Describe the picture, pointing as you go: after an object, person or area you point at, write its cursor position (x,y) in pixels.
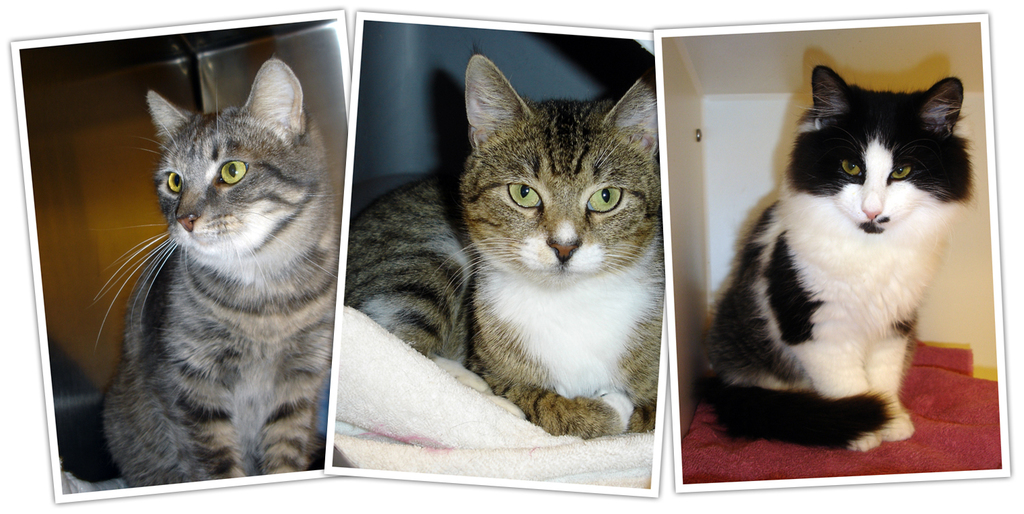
This is an edited collage image, where there are three cats (430,248) on the napkins (979,404).
